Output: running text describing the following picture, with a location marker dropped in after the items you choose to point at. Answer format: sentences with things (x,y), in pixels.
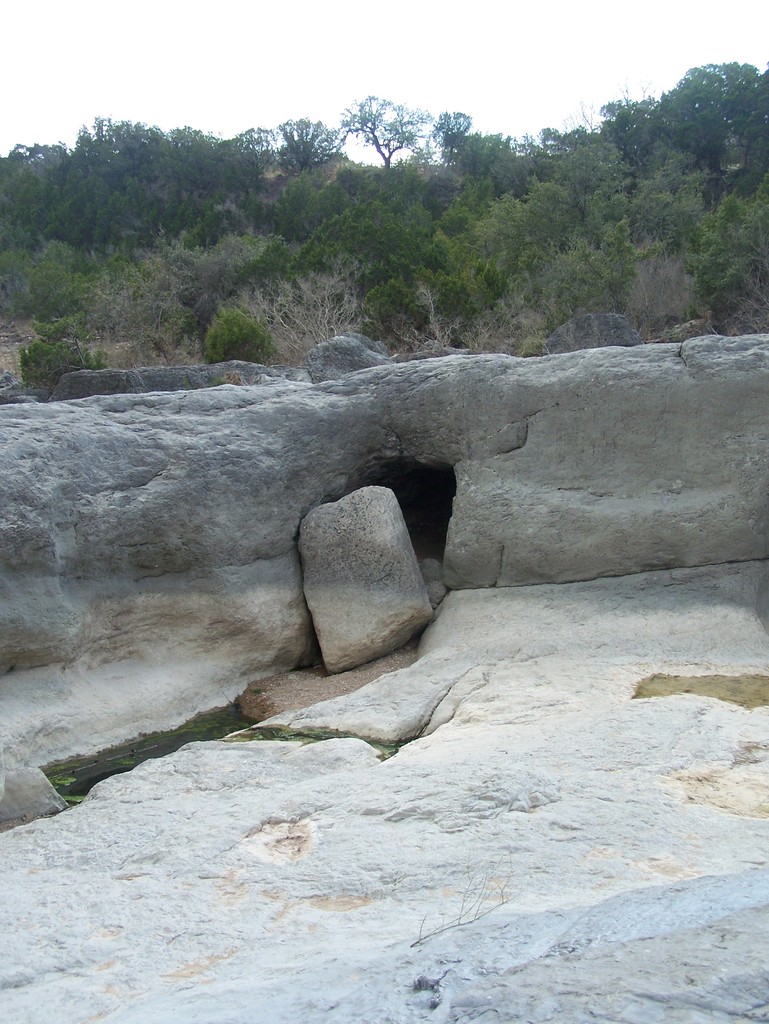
In this image there are rocks (387,445). Background (108,206) there are trees (333,221). Top of the image (210,54) there is sky (276,44). Left side (75,777) there is some water (101,769) in between the rocks (158,759).
